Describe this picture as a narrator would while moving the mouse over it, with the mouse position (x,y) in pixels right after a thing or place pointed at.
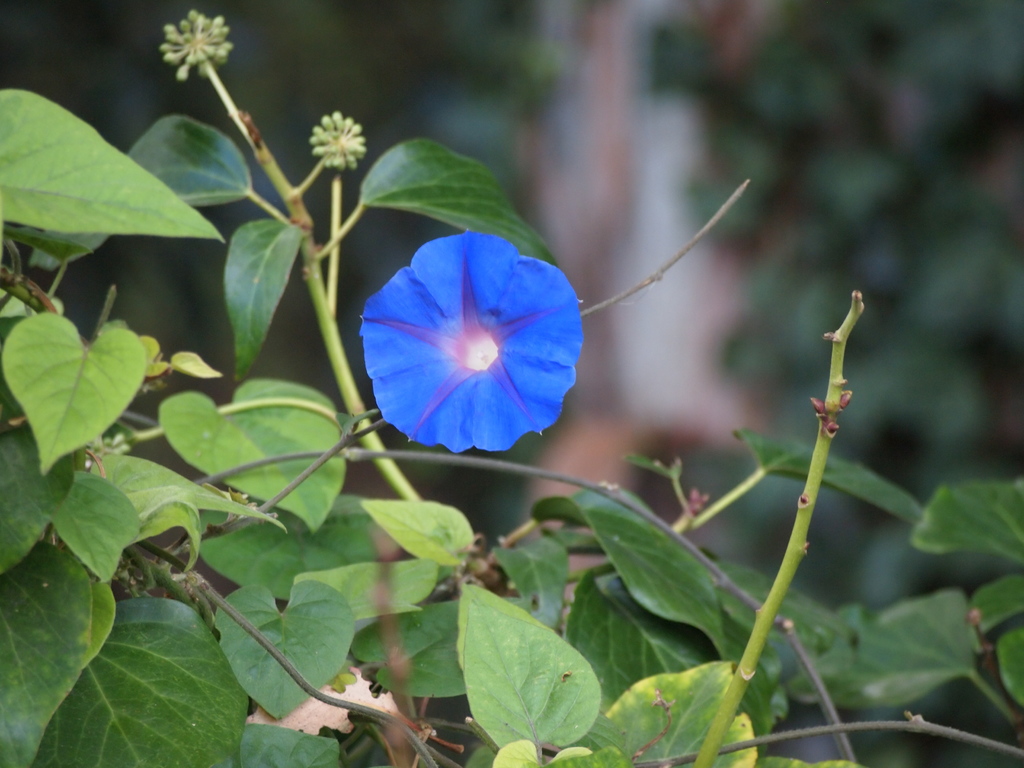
There is a blue color flower (367,326) on a plant (483,570). In the background (659,104) it is blurred.
